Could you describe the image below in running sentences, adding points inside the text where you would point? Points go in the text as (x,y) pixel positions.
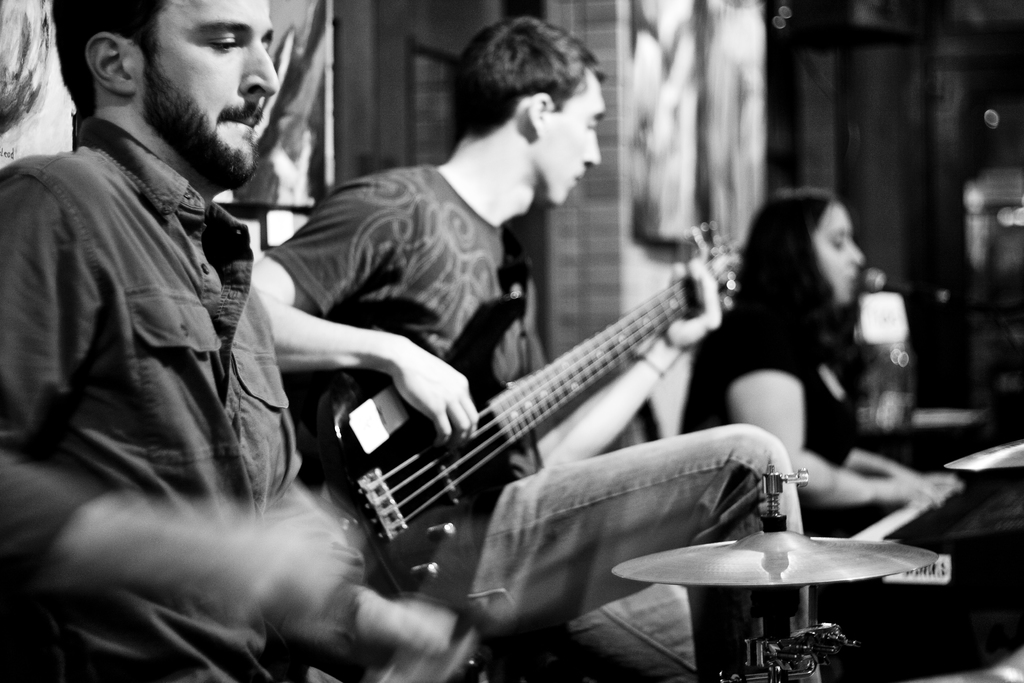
Here we can see a person (235,13) on the left side (294,659). There is a person (648,551) sitting here and he is playing a guitar (480,497). There is a woman (825,499) on the right side (837,502).
